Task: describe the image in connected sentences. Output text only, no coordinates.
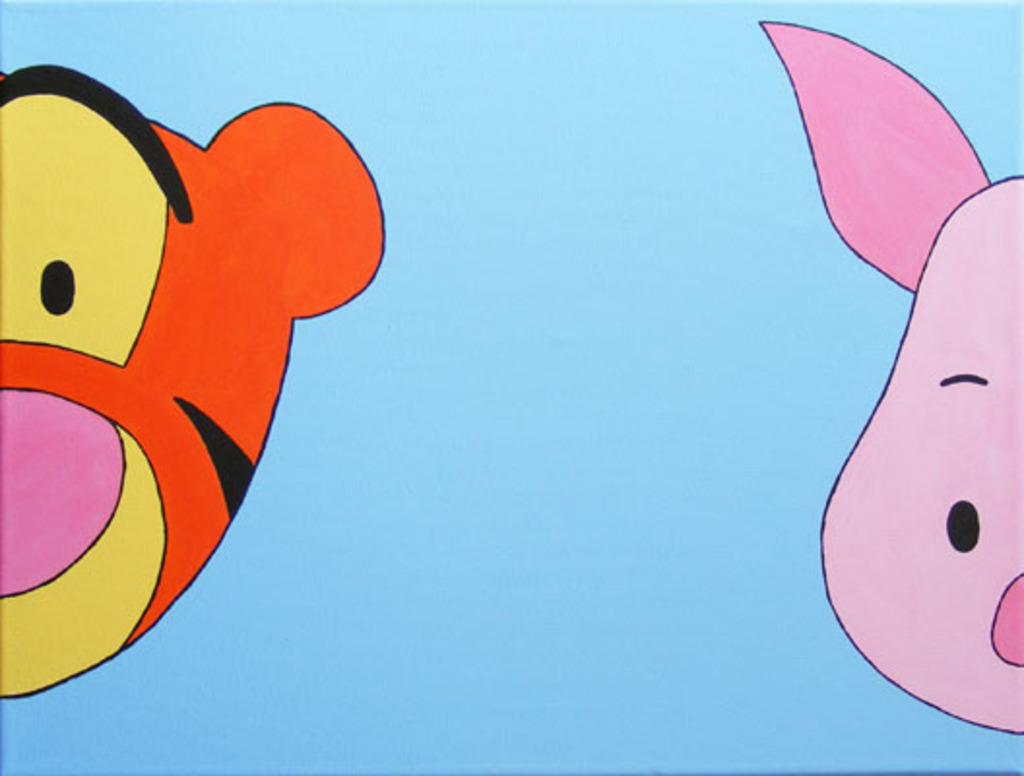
In this image we can see the cartoon pictures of a pig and a tiger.
